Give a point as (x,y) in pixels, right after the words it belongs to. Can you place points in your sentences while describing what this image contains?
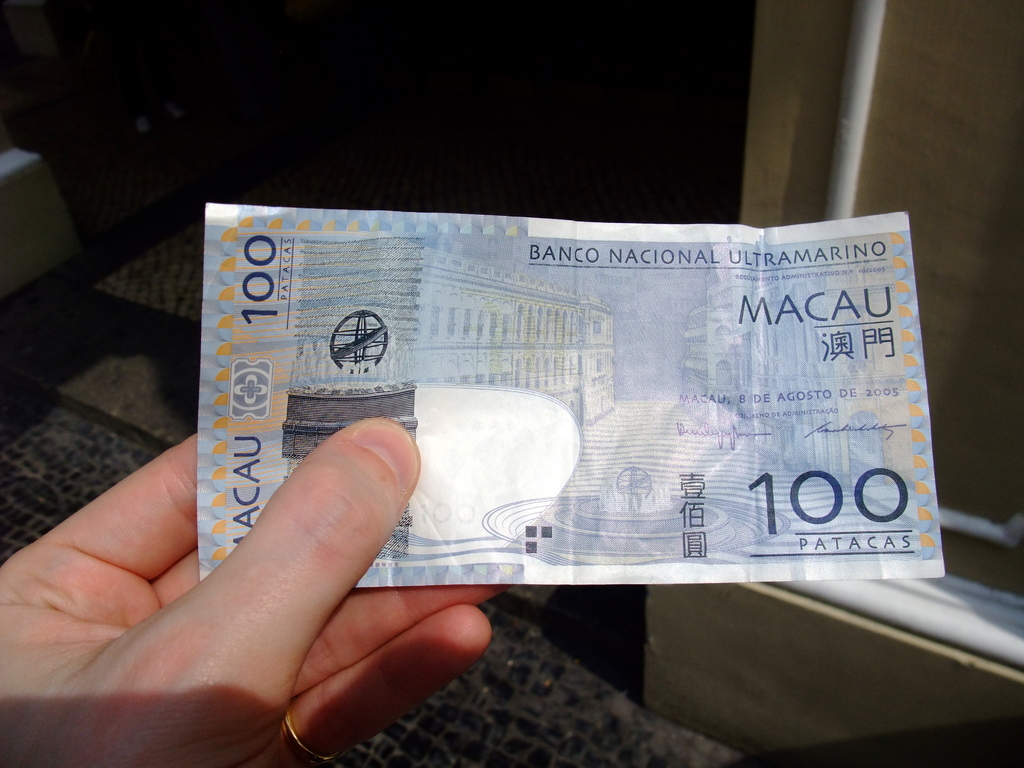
In this picture there is a person (280,666) holding the money (514,516) and there is a picture (490,302) of a building (584,362) and fountain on the note (730,402). At the bottom (564,713) there is a floor (550,692). On the right side of the image (970,638) there are pipes (994,538) on the wall (790,75).
